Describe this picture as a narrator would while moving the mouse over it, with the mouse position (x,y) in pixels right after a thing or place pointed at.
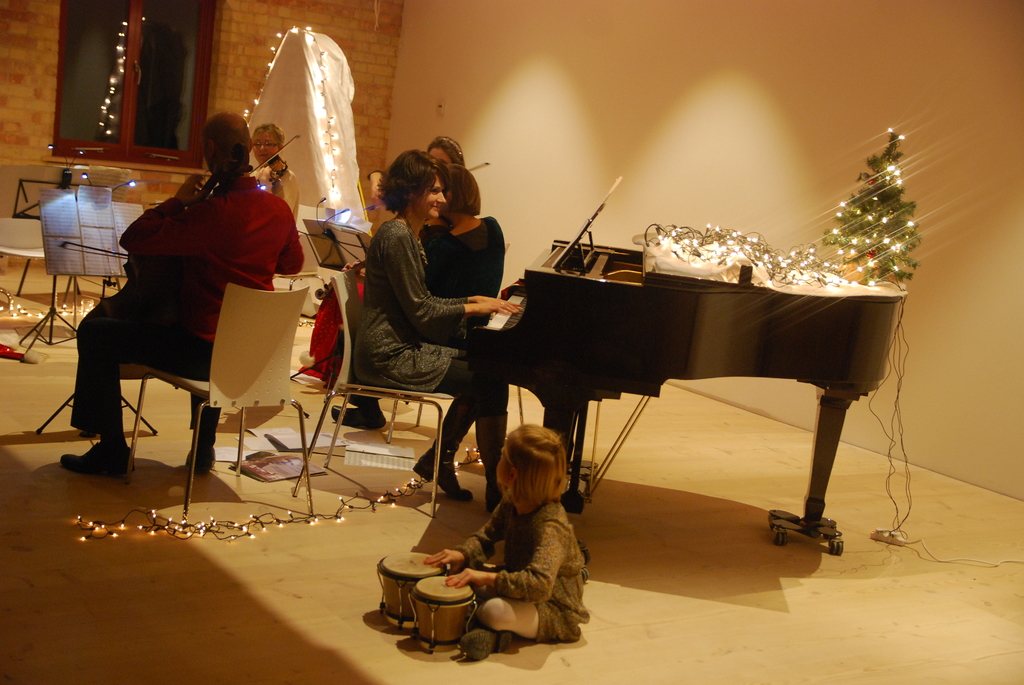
In the image we can see there are people (363,320) who are sitting on chair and they are playing musical instruments (467,606).
